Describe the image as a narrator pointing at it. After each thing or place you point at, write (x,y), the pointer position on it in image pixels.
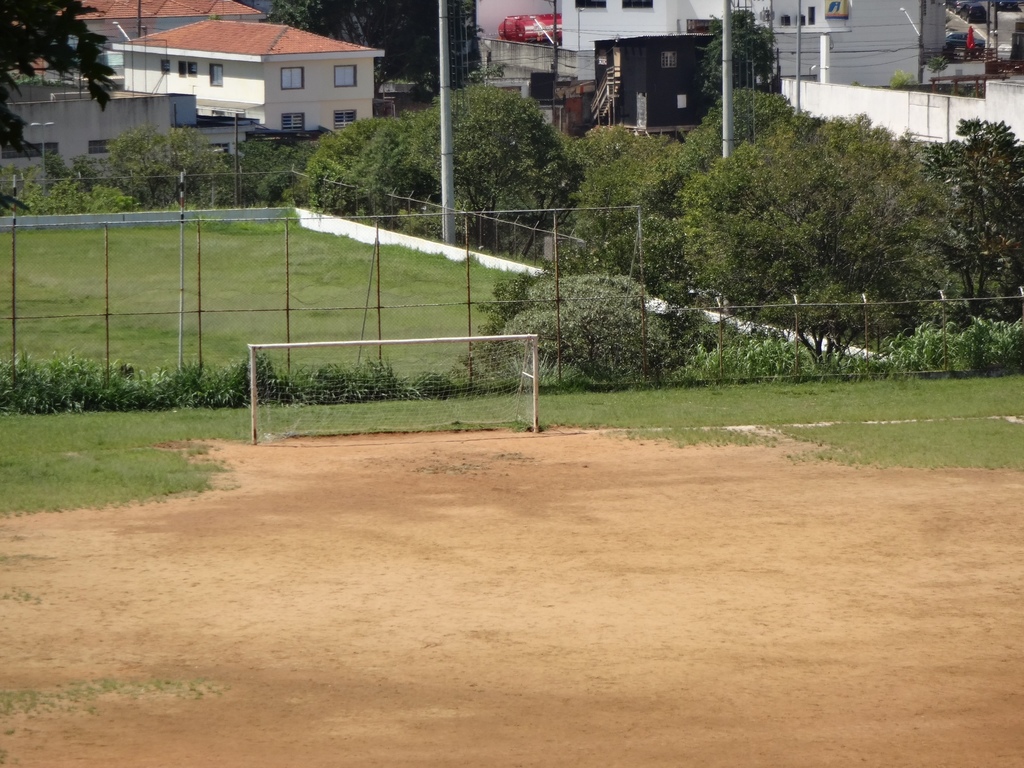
As we can see in the image there is fence (557,274), plants (551,331), trees (766,232), grass (436,273) and buildings (837,45).
